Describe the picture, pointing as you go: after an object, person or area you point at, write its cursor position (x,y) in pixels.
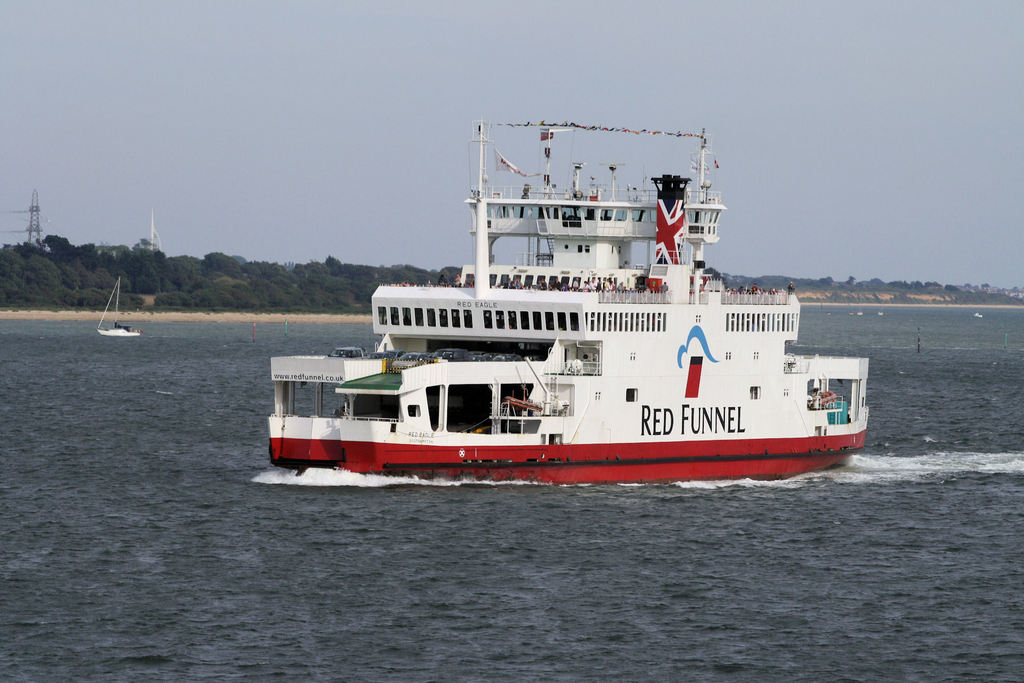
This is a ferry (550,388), which is moving on the water (277,545). This looks like a boat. These are the trees (245,275). I think this is a transmission tower (37,213). Here is the sky (806,48).
